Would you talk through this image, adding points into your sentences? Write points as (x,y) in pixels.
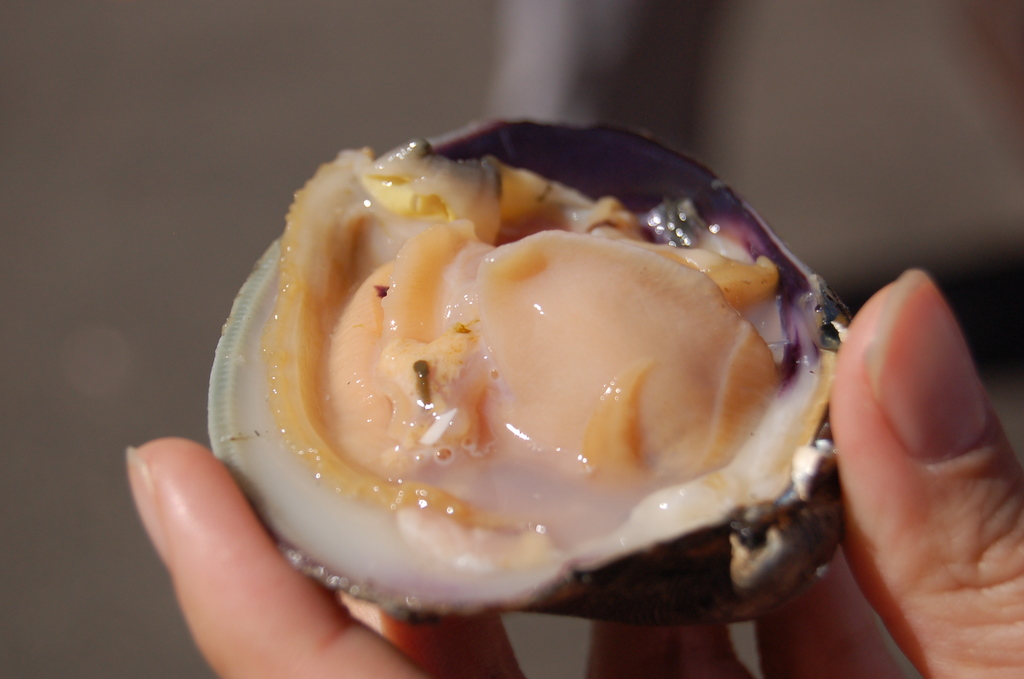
On the right side of this image (903,560) I can see a person's hand (869,611) holding a clam (798,459). The background (223,97) is blurred.
